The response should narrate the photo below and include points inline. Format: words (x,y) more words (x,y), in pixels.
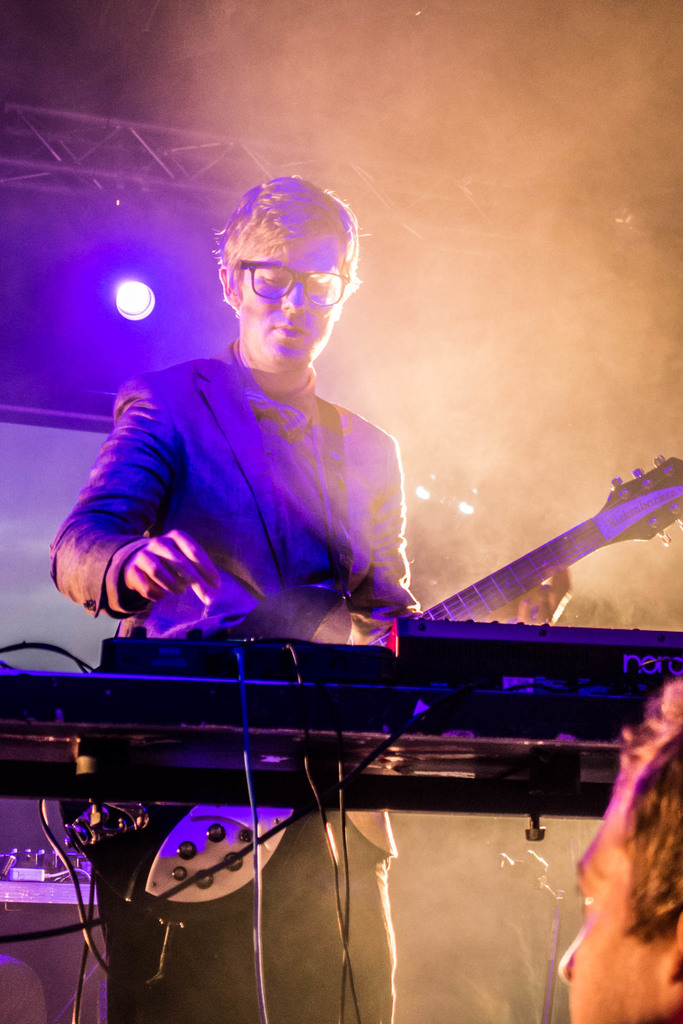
The image is taken in the music concert. In the center of the image (256,442) there is a man (263,893) standing, he is holding a guitar (337,631) in his hand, before him there is a piano (368,673). In the background (129,303) there is a light (132,312).
